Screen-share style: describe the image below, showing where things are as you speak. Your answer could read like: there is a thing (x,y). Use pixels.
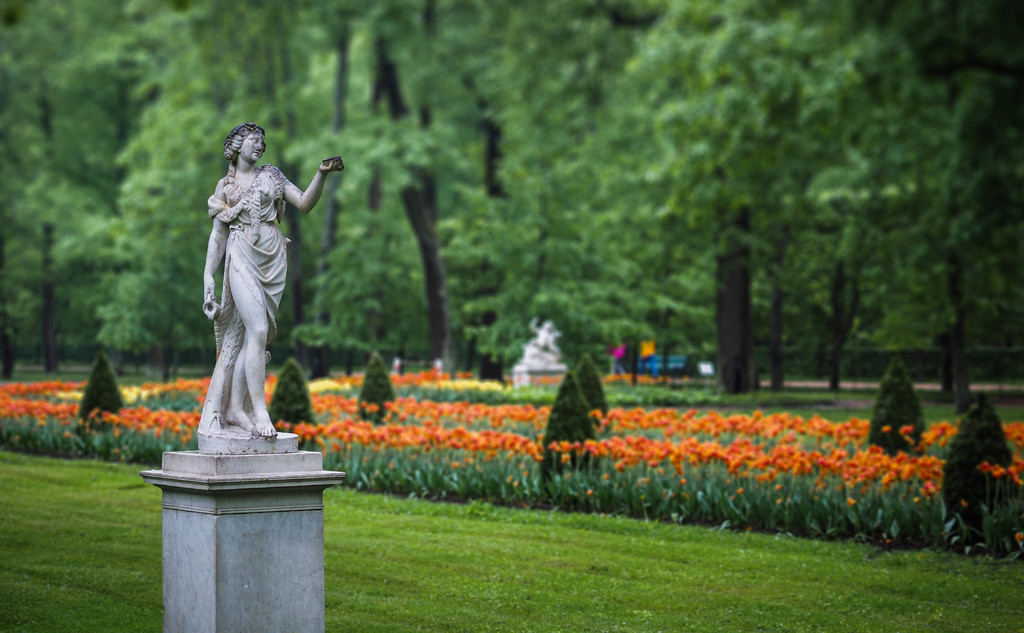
This picture is clicked outside. On the left (234,218) we can see the sculpture (265,174) of a person (271,248) holding some object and standing. In the background (606,565) we can see the green grass (395,499), flowers (406,426), plants (579,403), trees (511,226) and another sculpture (543,357) of some objects (539,345) and we can see some other objects (674,361) in the background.
